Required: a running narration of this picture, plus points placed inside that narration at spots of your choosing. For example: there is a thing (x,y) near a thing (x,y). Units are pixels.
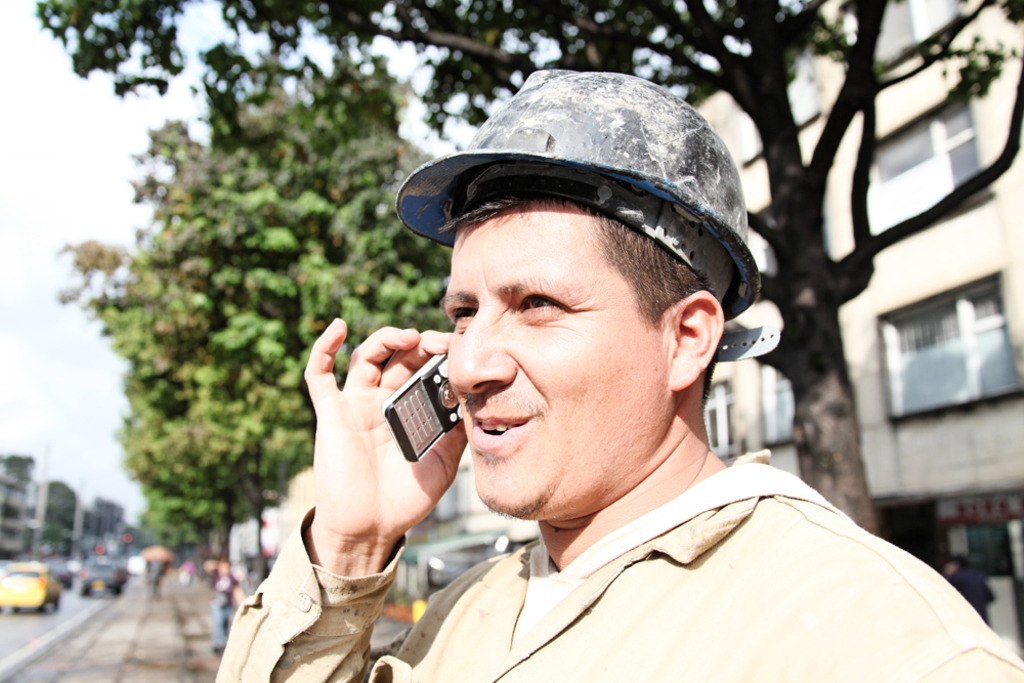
In this picture we can see a man (707,600) is smiling and holding a mobile phone (453,405), he is wearing a cap (558,147), on the left side (59,575) there are some cars (14,601) on the road (74,584), there are some trees (333,291) in the middle (359,274), on the right side (893,254) and left side (12,512) there is building (930,233), we can see the sky (83,135) at the top of the picture (47,73).
